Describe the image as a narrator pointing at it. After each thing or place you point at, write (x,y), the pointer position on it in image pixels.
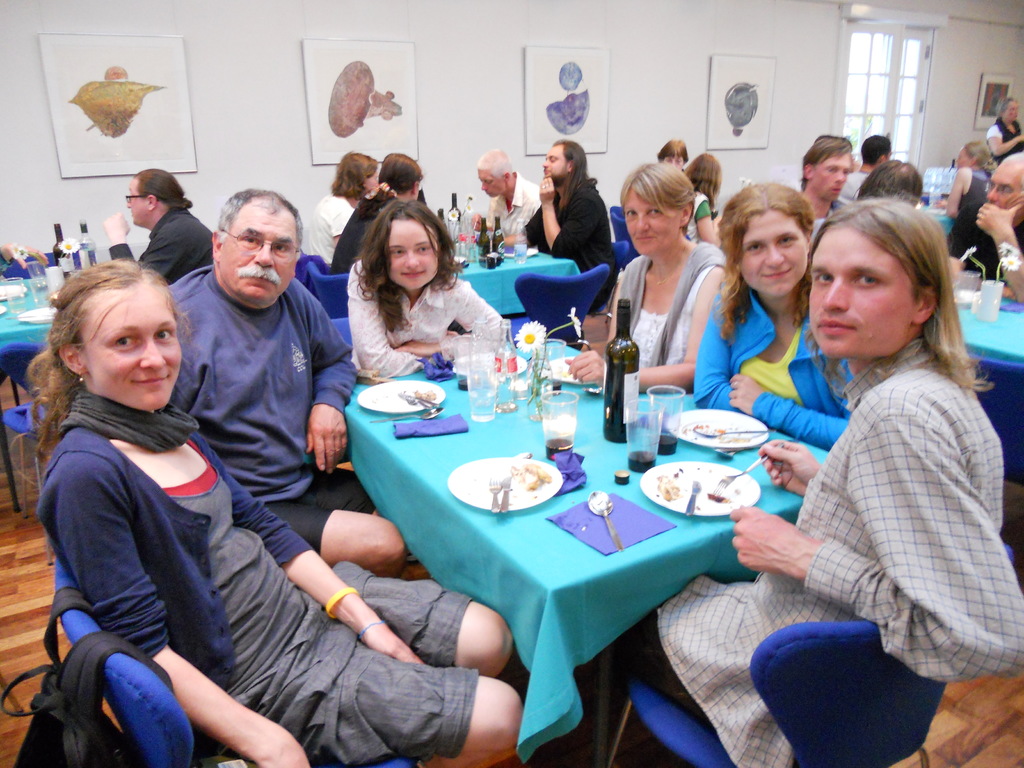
This picture is taken in a restaurant (657,355) where a group of persons (925,319) are sitting on a chair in front of the dining table (571,494). On the table (613,567) there are plates (712,466), spoons (691,490), bottle (619,366), glass (480,401), flower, tissues (441,424). In the background (426,89) there are frames (364,92) on the wall (696,107) and white colour window (884,84). The person (914,174) in the background (383,181) are sitting on a chair (625,234) and on the table (46,277) there are glasses (41,289), bottles (482,234), plates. Women (140,621) in the front (208,562) at the left side (242,621) sitting on a chair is having smile (153,381) on her face (153,396).
